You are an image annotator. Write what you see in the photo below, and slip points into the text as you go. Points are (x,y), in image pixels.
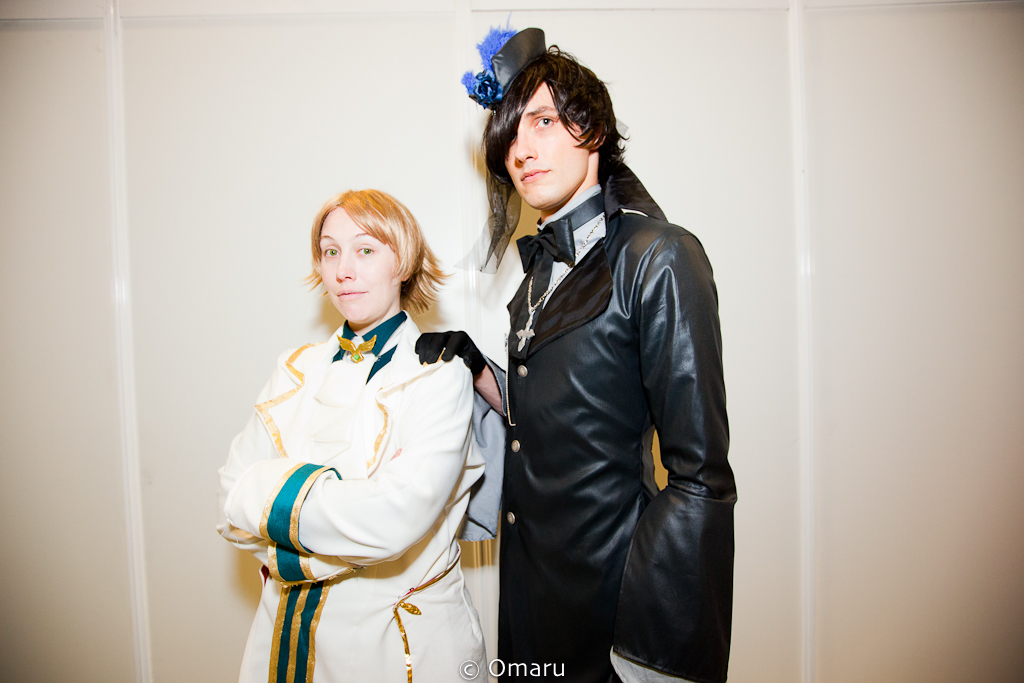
This image is taken indoors. In the background (131,145) there is a wall (730,305). In the middle of the image (454,365) a man (478,396) and a woman (368,469) are standing and they have worn beautiful costumes (288,499).
